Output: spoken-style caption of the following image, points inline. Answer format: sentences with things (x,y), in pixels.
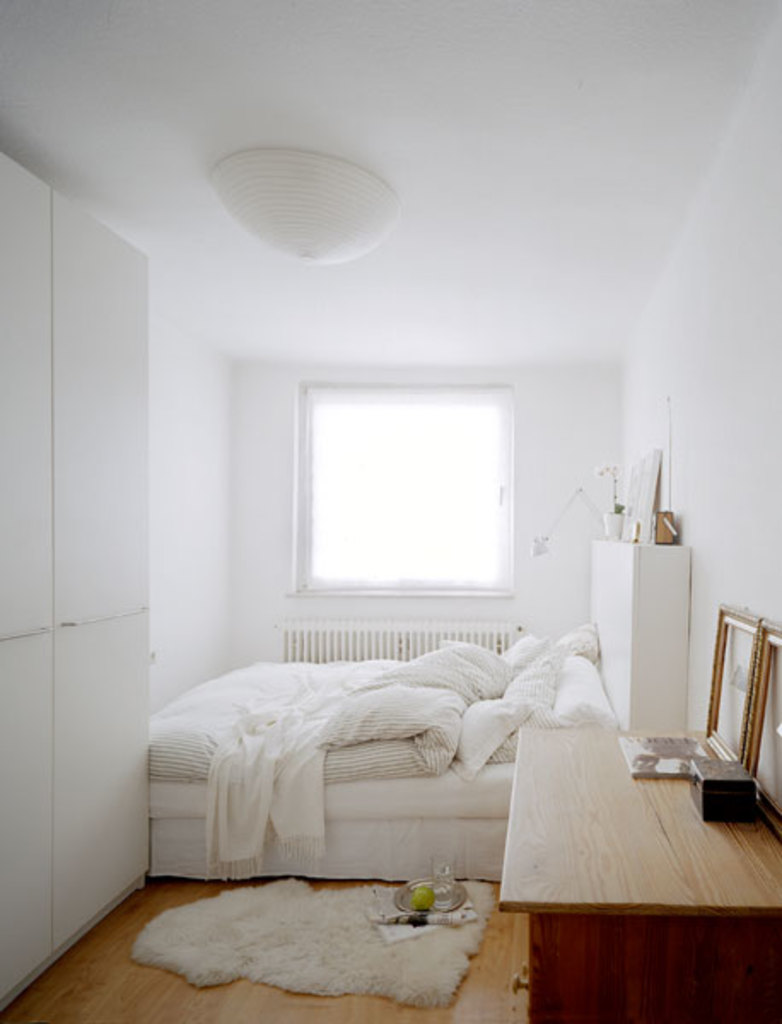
In this image in the center (267,675) there is a bed (394,785) and on the bed (437,694) there are pillows (569,687) and blankets (429,722). On the left side (43,521) there is a cupboard (22,522). On the right side (694,885) there is a table (665,868), on the table (704,883) there is an object (716,811) which is black in colour and there are frames (758,711) and in the background (364,513) there is a window (462,488) and on the right side (654,582) there is a cupboard (643,577) and on the cupboard (648,562) there are objects (629,514) which are white in colour. In the center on the floor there is a mat (289,958) and on the mat (402,942) there are papers (424,922) and there is an object (443,906) which is silver in colour and on that object (401,900) there is a jar (443,880).
